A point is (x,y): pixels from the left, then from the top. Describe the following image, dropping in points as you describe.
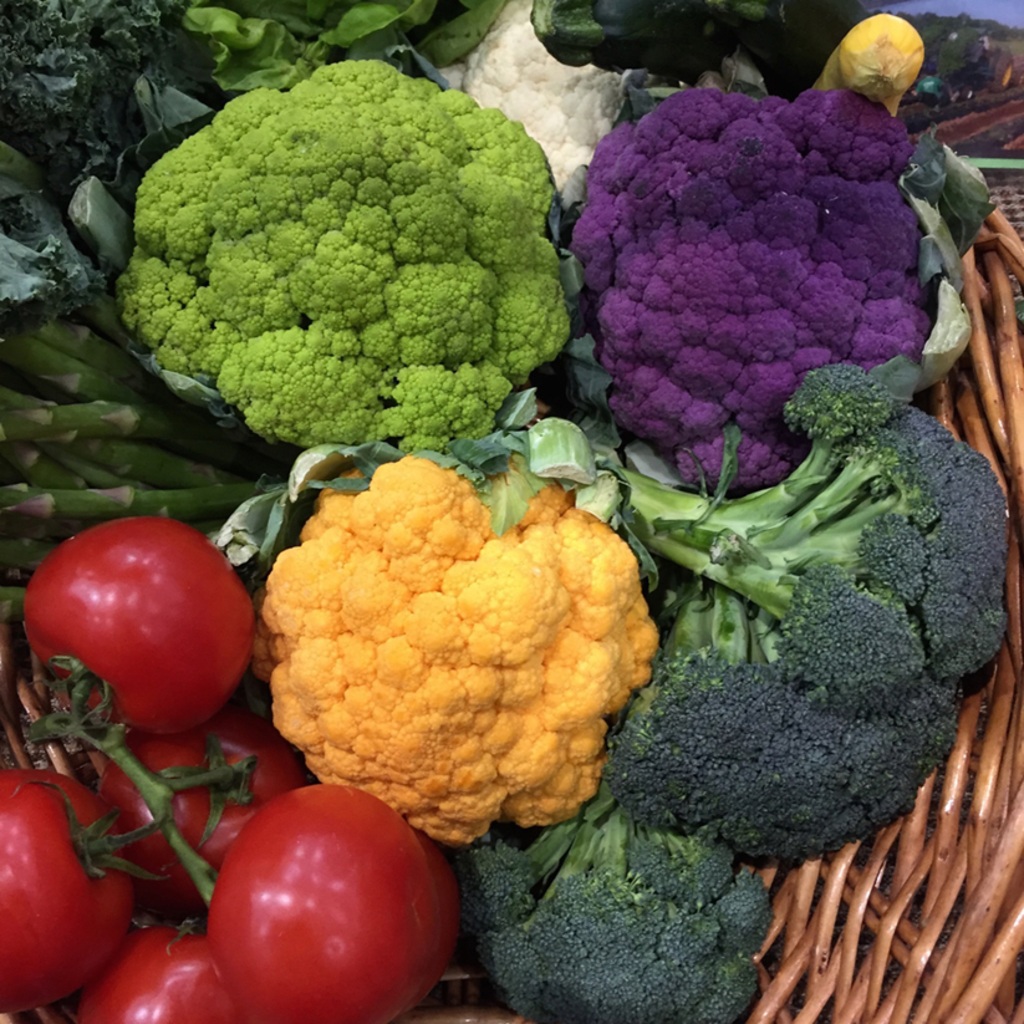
In this basket (970,728) we can see cauliflowers (595,543), broccoli (691,819), tomatoes (120,637), asparagus (75,471) and other veggies (329,26).
